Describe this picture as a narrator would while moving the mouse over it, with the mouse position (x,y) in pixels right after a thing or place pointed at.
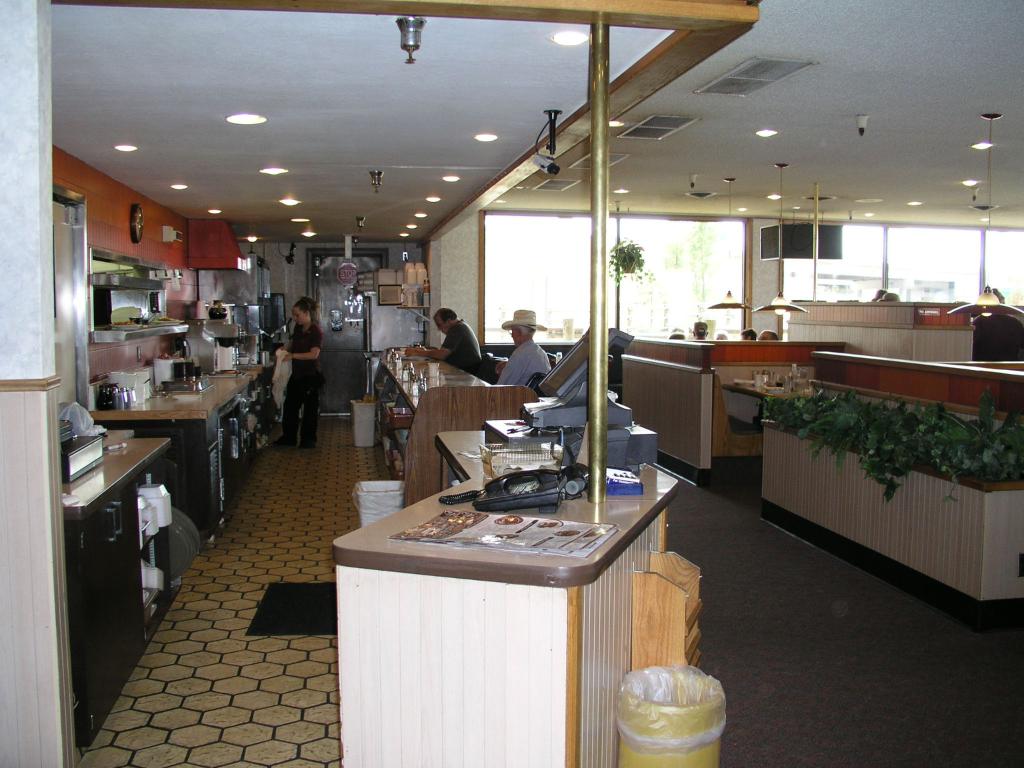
this picture shows a woman (294,401) Standing and two people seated and we see a monitor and a telephone (529,492) on the table (435,507).
